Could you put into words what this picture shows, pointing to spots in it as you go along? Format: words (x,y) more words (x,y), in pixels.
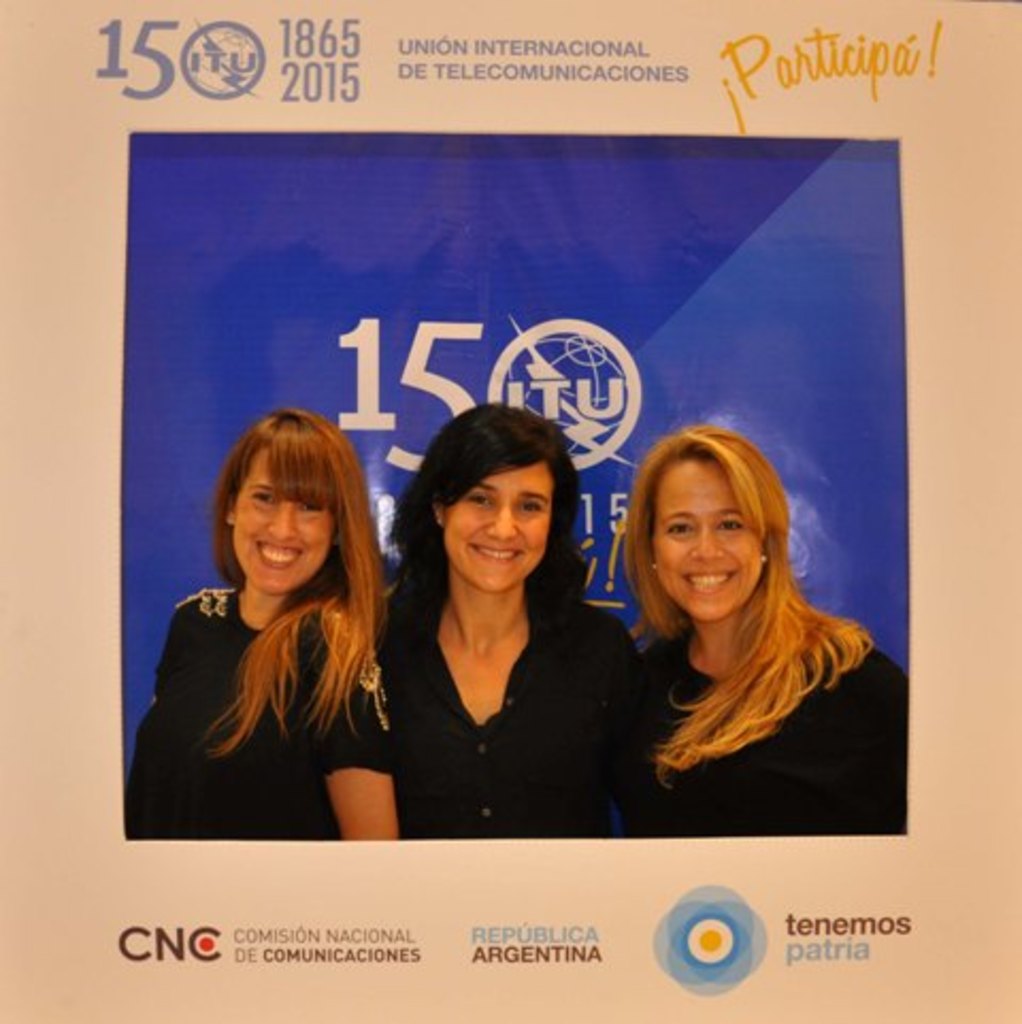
It is a photo frame (224,983) of three women (347,754) their background (751,333) is blue color and around the photo frame (36,98) there are names (827,959) of different sponsors and a company name (448,60).
